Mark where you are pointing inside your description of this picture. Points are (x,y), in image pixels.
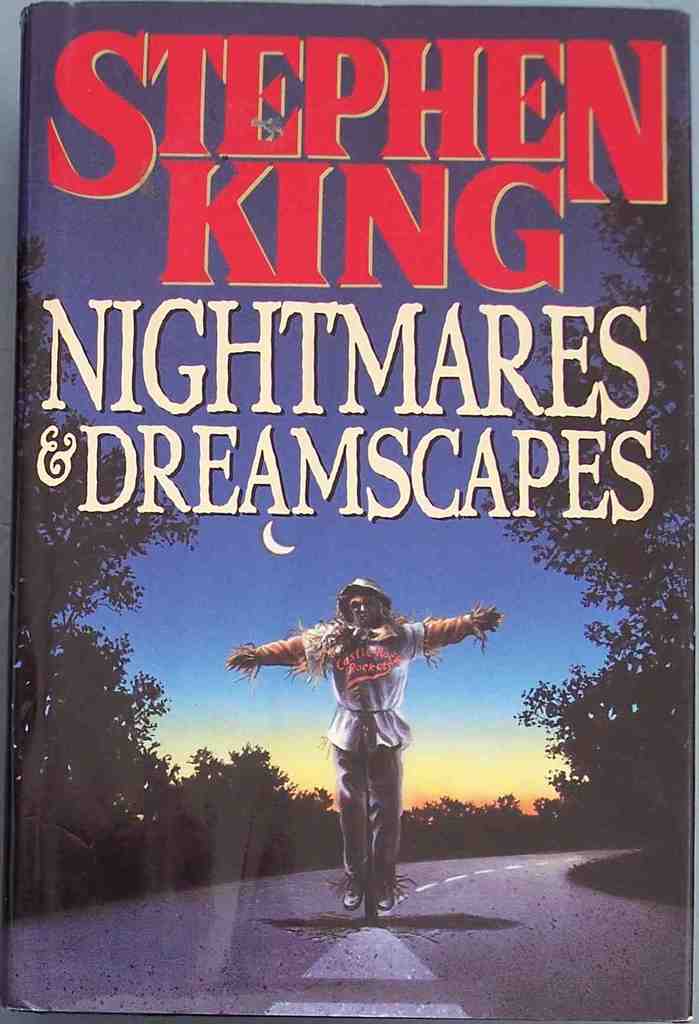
In this image we can see a book (366,487). On the cover page (335,369) of the image we can see many trees (165,775) and plants (247,745). There is a sky (298,554) and a moon (280,549) in the image. There is some text (368,354) on the book (362,885). There is a scarecrow (349,718) in the image.
